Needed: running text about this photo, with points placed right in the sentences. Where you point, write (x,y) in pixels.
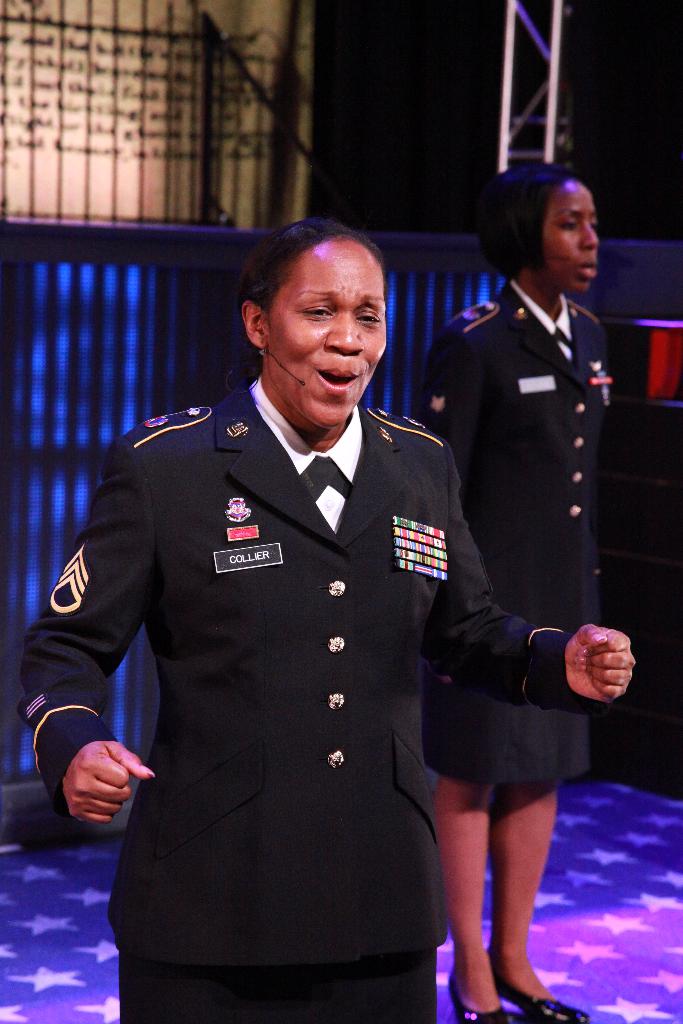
In the image there are two women (288,601) in officer uniform (479,451) standing on the floor (635,990) with purple light reflection (603,954) on it and behind them there is wall (126,205) with railing (229,204).
